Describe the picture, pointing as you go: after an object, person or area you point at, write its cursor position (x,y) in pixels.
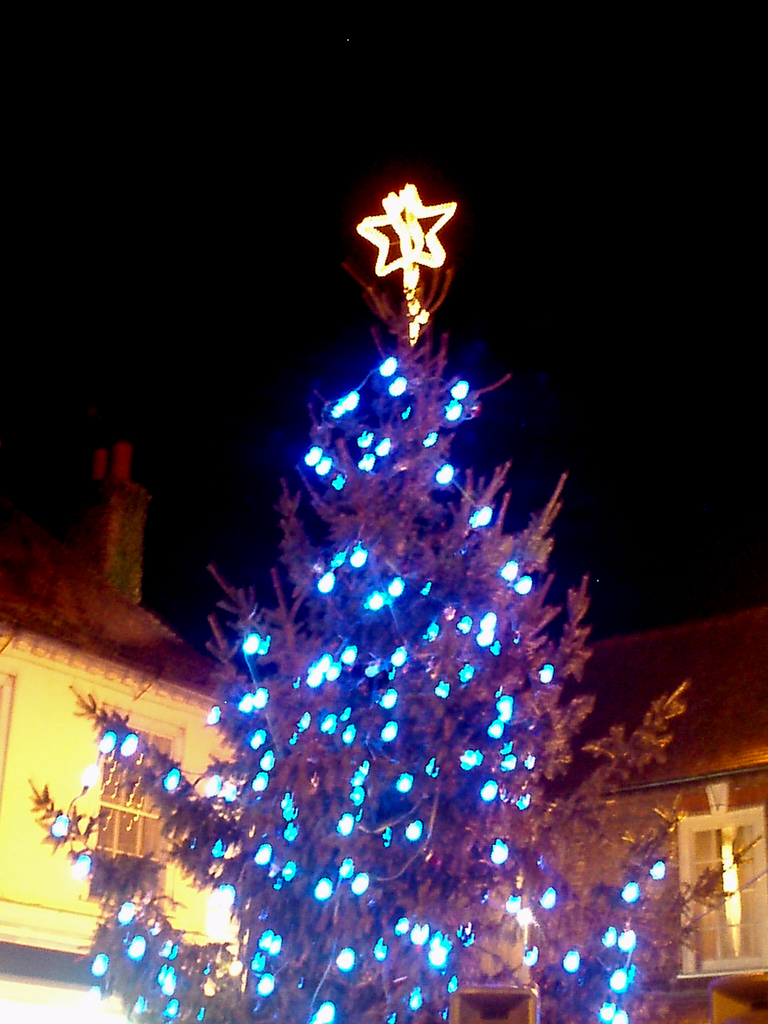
In this picture I can see a tree (283,624) and I can see lights (634,892) and buildings (625,807) and I can see dark background (214,317).
